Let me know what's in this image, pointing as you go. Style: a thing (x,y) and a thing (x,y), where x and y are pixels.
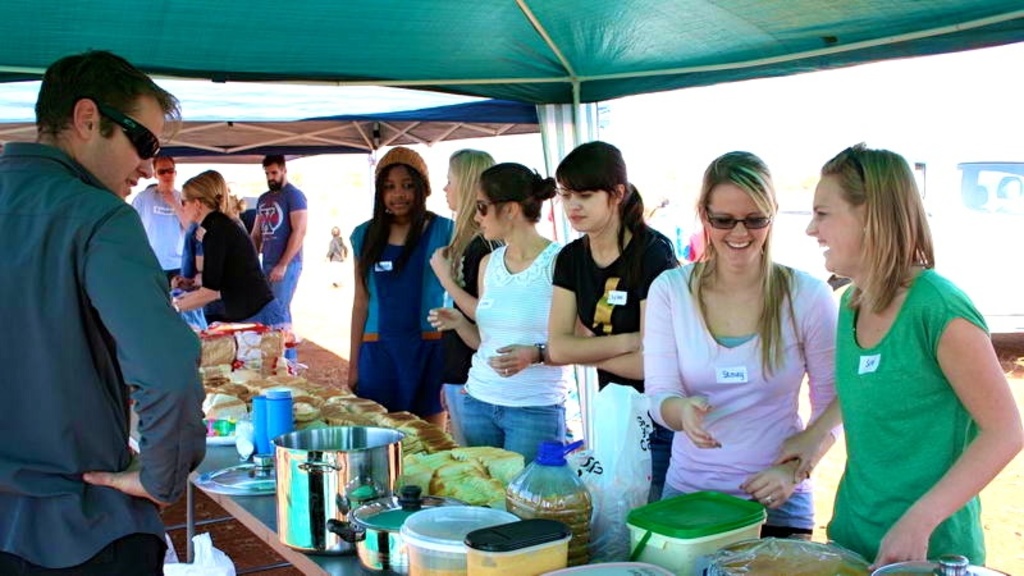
On the left side (77,191), there is a person (69,109) in a shirt (72,319) standing and smiling. On the right side (940,490), there are women (973,463) in different color dresses (503,303) standing. Some of them are smiling. In front of them, there are vessels (378,514), boxes (558,538), food packets (343,406) and other objects (215,373). In the background (263,154), there are persons (287,199) standing, there are tents (466,77) and a vehicle (967,170). And the background (821,78) is white in color.
